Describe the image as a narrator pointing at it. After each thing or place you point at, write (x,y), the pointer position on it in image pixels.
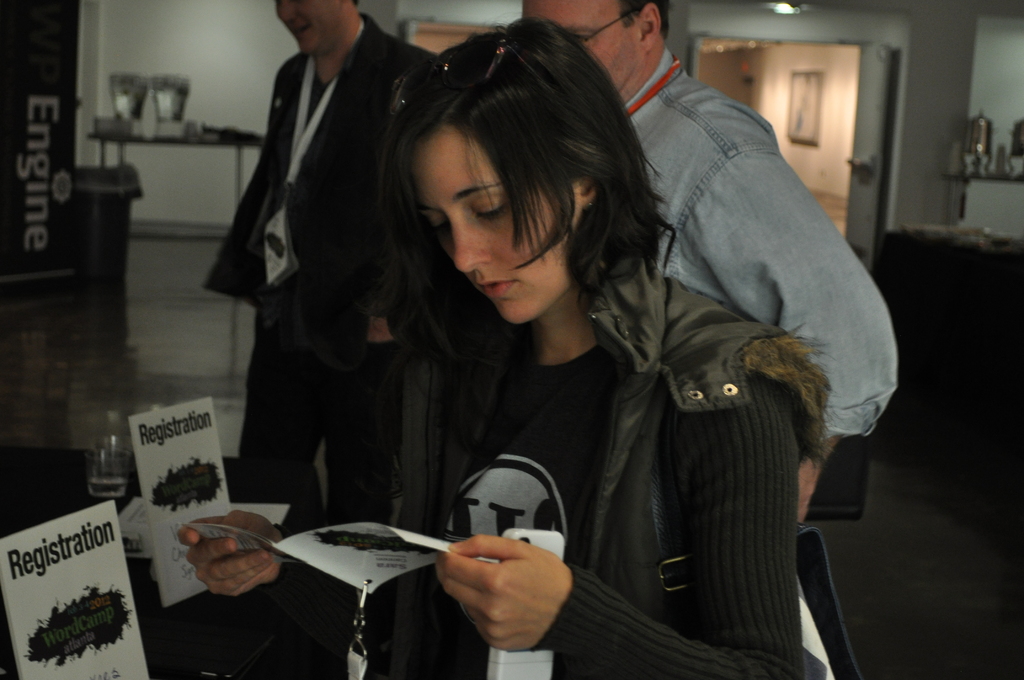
In this image I can see three people (457,230) with different color dresses (571,367). In-front of these people (359,393) I can see the glass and some boards (51,527) on the black color surface (35,504). In the background (30,162) I can see the board (24,138) and some objects (89,208). To the right (823,121) I can see the something is attached to the wall (806,174) and there is a light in the top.
